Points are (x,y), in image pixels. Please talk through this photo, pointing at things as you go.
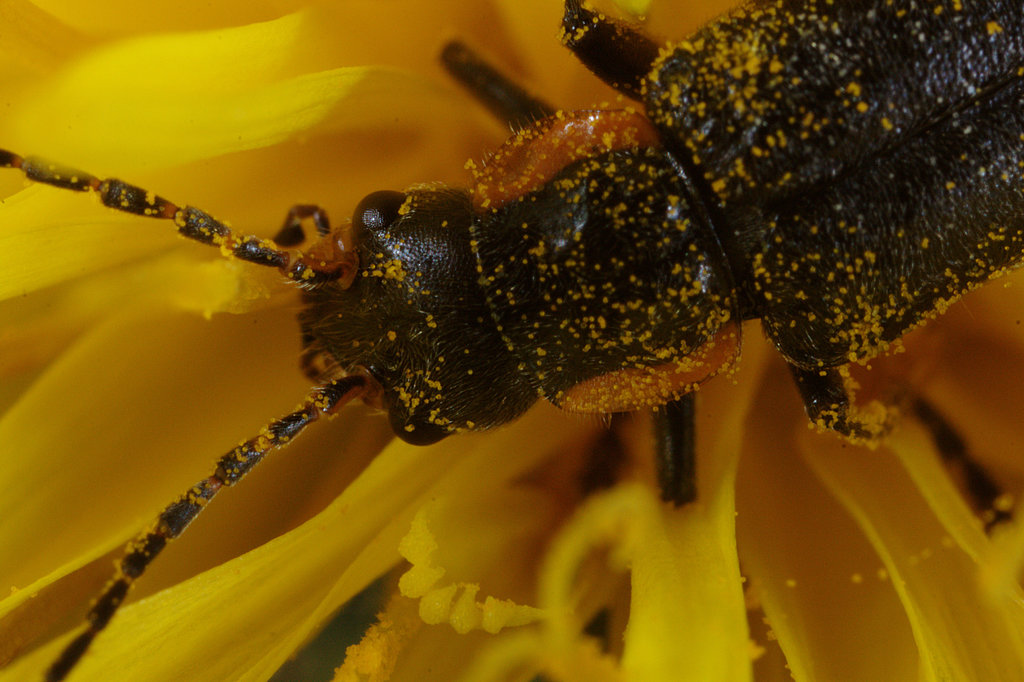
This picture is highlighted with a yellow flower (552,516) with a insect (756,231) on it. On the insect (773,136) we can see a pollen grains (680,371) which are yellow in colour.
